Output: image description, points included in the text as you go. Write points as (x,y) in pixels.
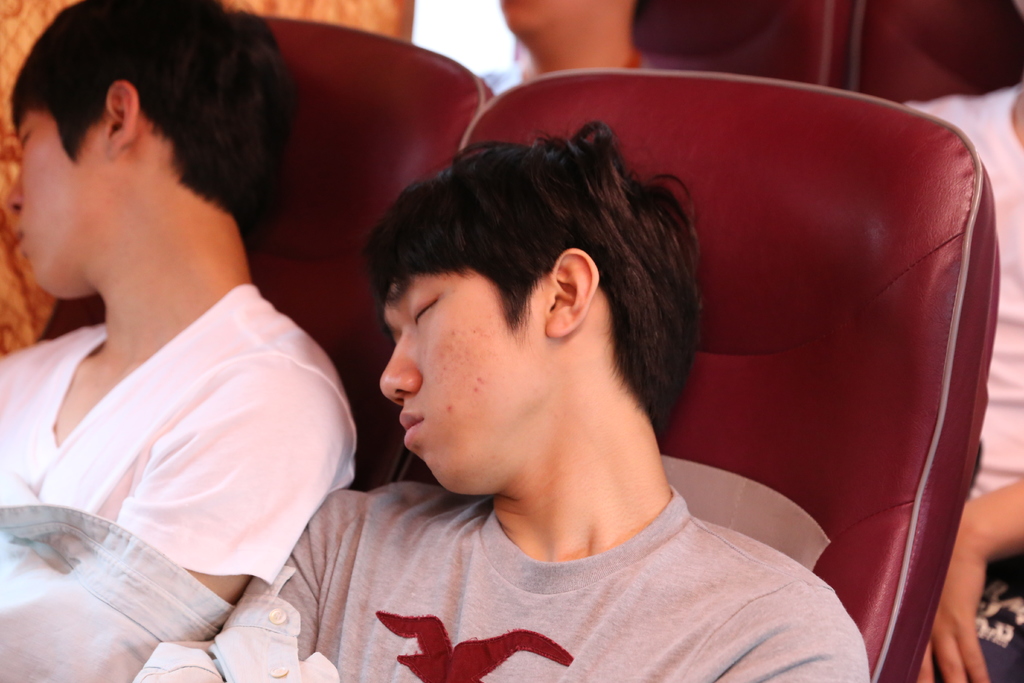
The man (478,321) in grey T-shirt (488,577) who is sitting on the seat (730,502) of the vehicle (809,405) is sleeping. Beside him, the man (134,398) in white T-shirt (203,453) who is sitting on the seat (258,242) is sleeping. Behind them, we see two people (568,49) are sitting on the chair (938,72). In the background (373,9), we see a curtain (337,9). This picture might be clicked in the bus (360,20).
